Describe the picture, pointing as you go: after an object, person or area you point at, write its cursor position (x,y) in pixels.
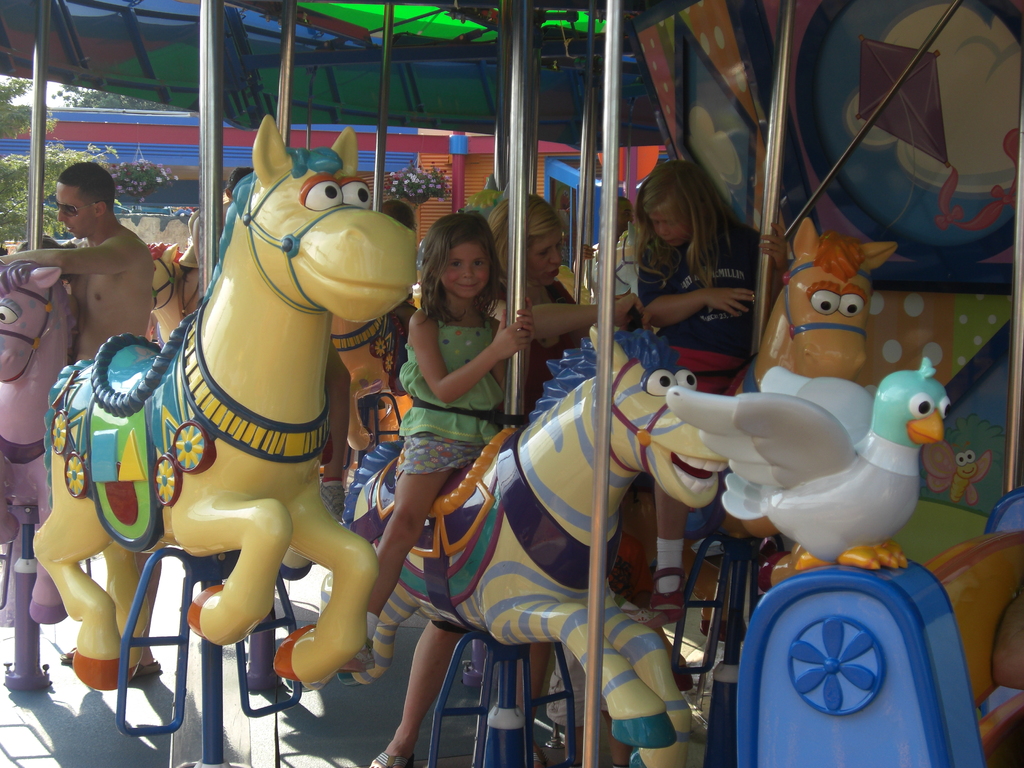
In the picture I can see children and people (753,264) are sitting on the horse ride (290,475). In the background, I can see trees (25,179).
